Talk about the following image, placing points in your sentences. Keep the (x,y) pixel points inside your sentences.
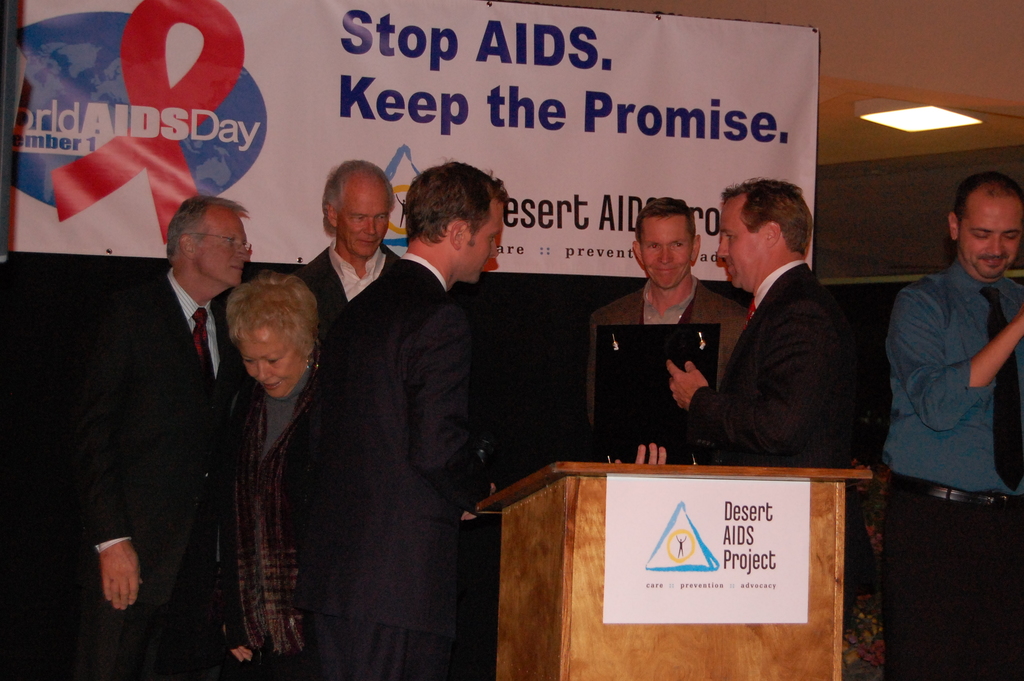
In this image we can see a group of people (762,311) standing. One person (791,350) is holding an object (634,389) with his hands (685,373). In the foreground (685,626) we can see a poster (775,526) with text (765,556) pasted on a podium (602,577). In the background (805,138), we can see a banner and a light (868,104) on the roof (854,47).
